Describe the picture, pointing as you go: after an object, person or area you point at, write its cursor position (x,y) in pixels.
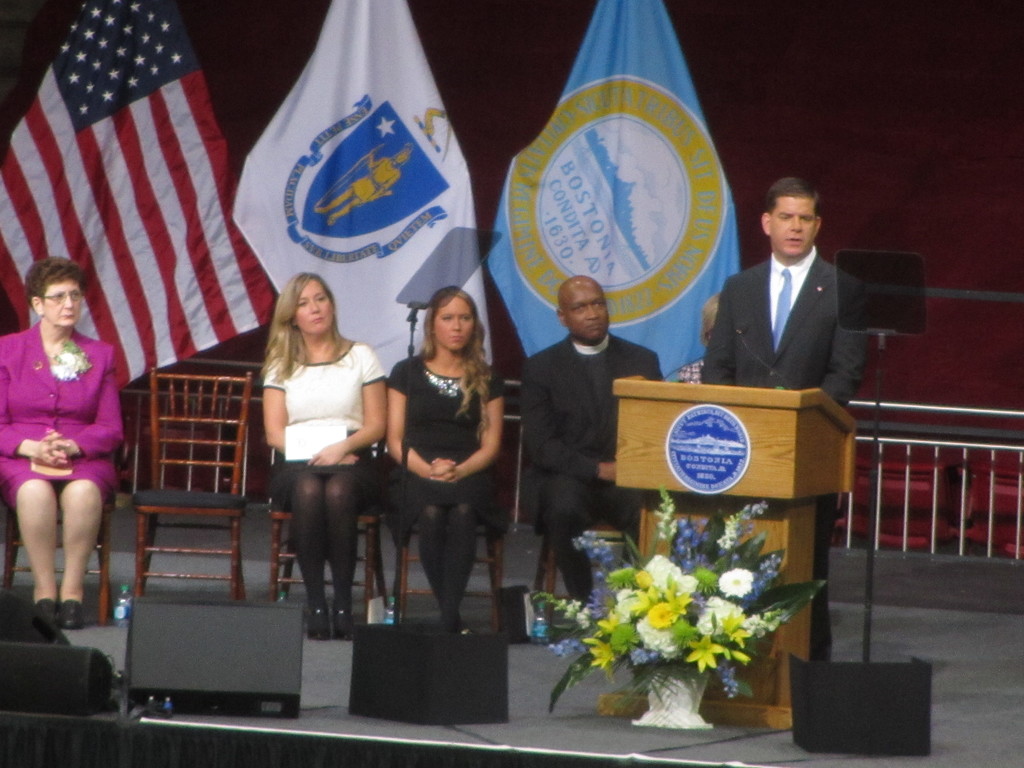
In the picture they are five people (565,317) sitting on chairs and one is standing and giving speech. In the background (385,255) they are three flags (648,235) and wall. And on the floor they are flowers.
